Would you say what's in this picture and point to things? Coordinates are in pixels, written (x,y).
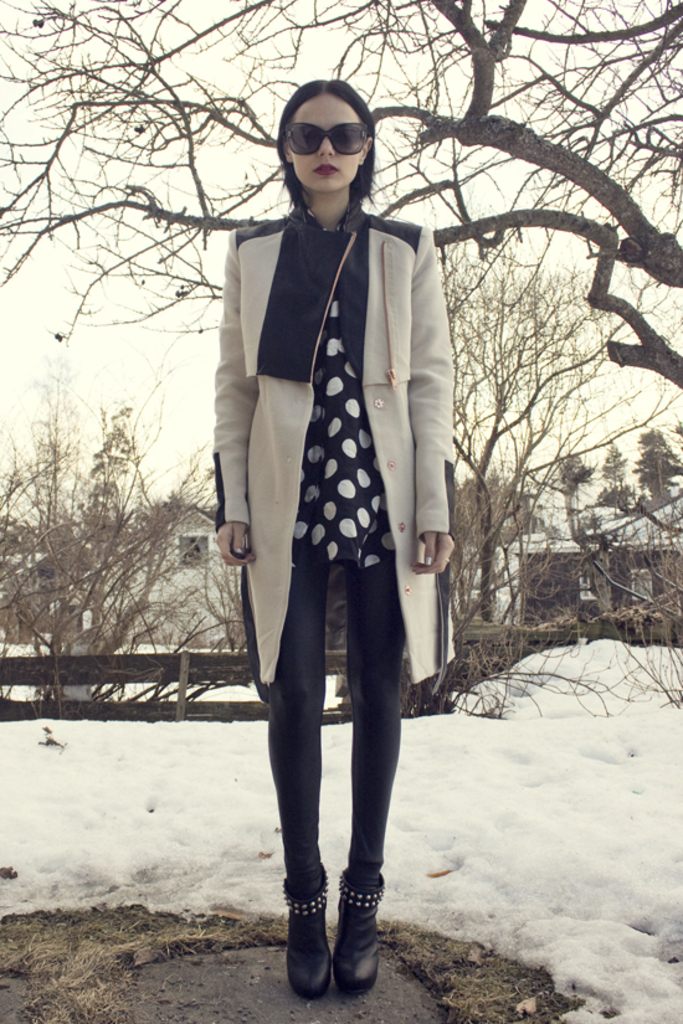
In this picture we can see a woman (372,490) is standing in the front (362,479), there is snow (593,843) at the bottom (595,834), we can see trees (585,232) in the middle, in the background (200,538) there are houses (208,542), we can see the sky (107,131) at the top of the picture (116,165).
